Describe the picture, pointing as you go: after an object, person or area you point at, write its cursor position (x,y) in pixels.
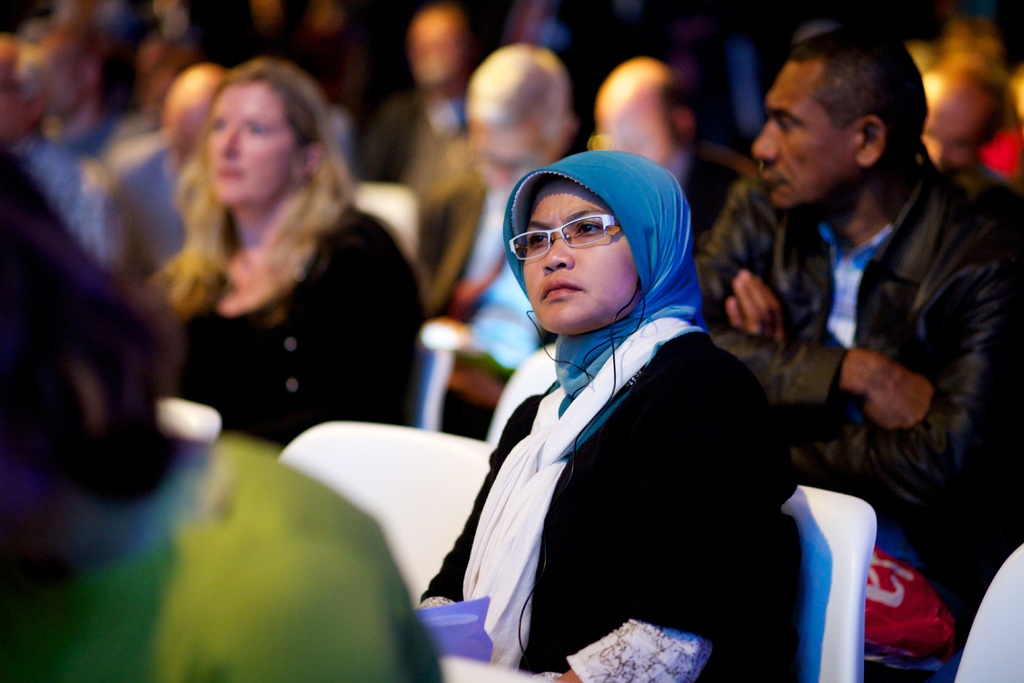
In this image, we can see a woman (629,350) wearing glasses (579,240) and sitting on a chair (827,579). That is in white color. Background (996,392) there are few people (507,274) also sitting we can see.
